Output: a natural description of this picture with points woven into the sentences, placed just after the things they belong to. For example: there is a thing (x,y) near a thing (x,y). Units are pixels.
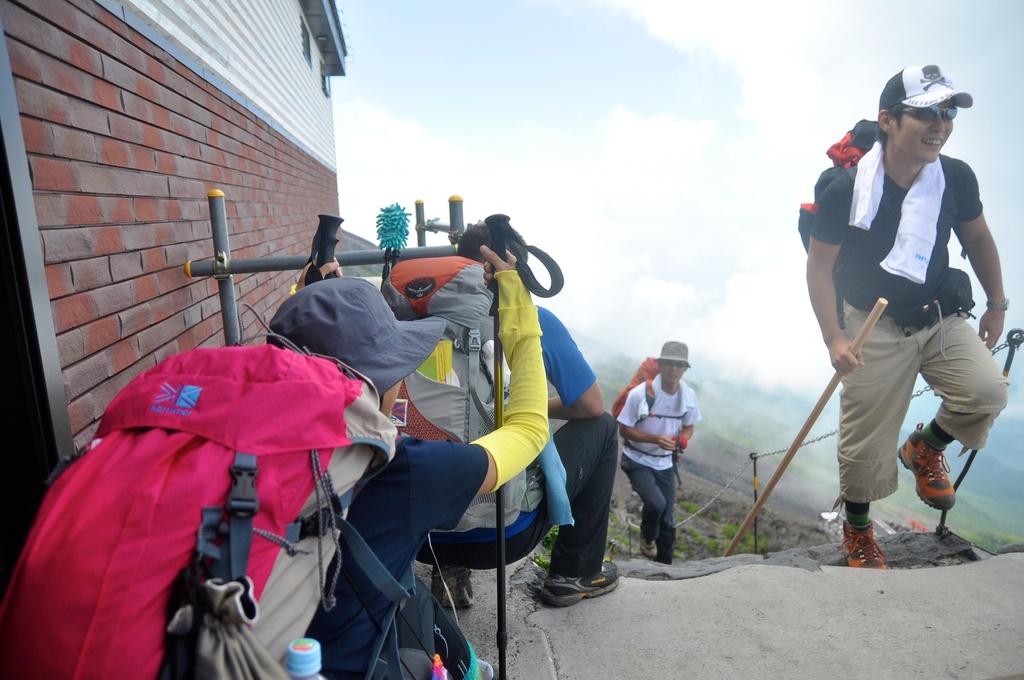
This is building (197,158). This man (893,179) is climbing, as there is a leg movement and holding a stick (808,424). These persons (547,352) are in squat position. This man (664,520) is walking as there is a leg movement. These two persons (401,537) wore luggage (226,484).
